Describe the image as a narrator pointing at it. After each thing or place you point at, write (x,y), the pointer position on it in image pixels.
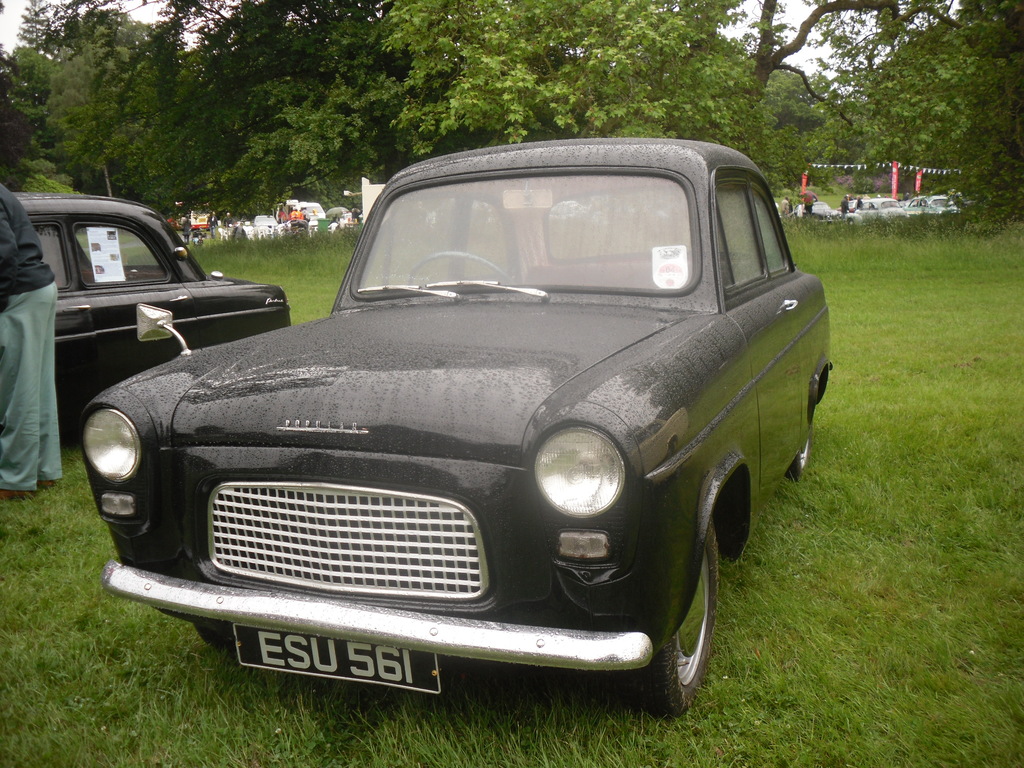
In this image there is a car (573,401) in the middle (498,429). In the background (489,127) there are trees (719,56). On the left side (121,240) there is another car (61,259) beside which there is a person (10,277). In the background (958,176) there are so many trees (958,176). On the ground (905,218) there is grass (870,562).
